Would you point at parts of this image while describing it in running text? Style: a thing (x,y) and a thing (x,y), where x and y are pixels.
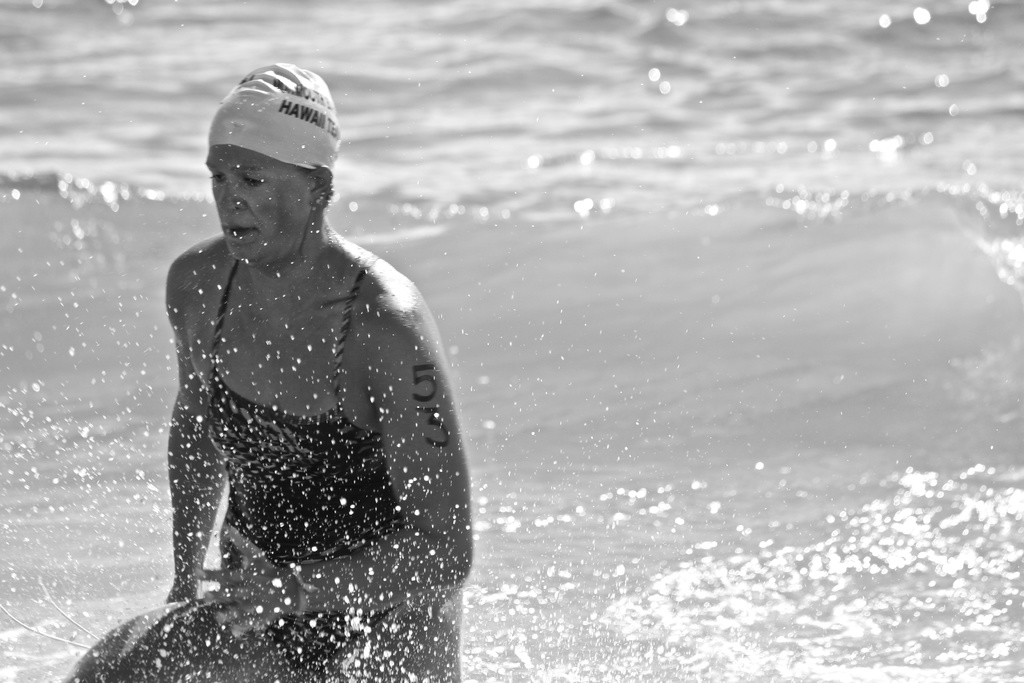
In this image there is a woman (286,311) towards the bottom of the image (319,513), she is wearing a cap (281,141), there is text (288,110) on the cap (294,110), at the background of the image (149,241) there is water (129,573).
